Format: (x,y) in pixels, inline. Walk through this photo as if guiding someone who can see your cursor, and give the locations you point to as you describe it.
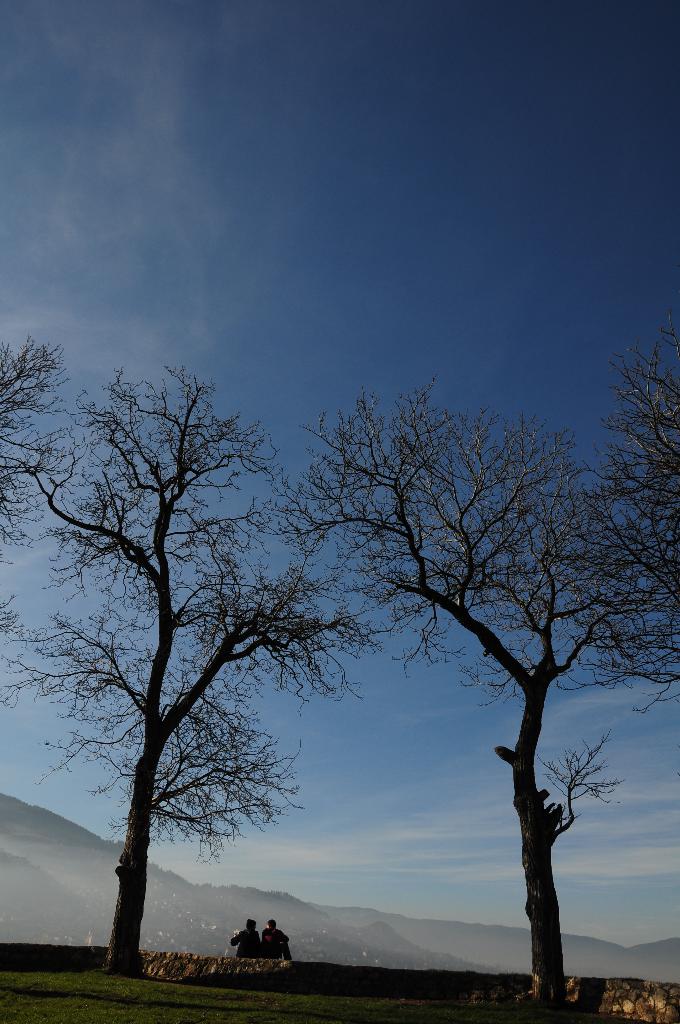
In this image in the center (284,647) there are trees (263,642) and there are two people (248,949) who are sitting on a wall (189,963), at the bottom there is grass (100,1011). And in the background (117,841) there are mountains (435,928), at the top (365,173) there is sky (236,262).
